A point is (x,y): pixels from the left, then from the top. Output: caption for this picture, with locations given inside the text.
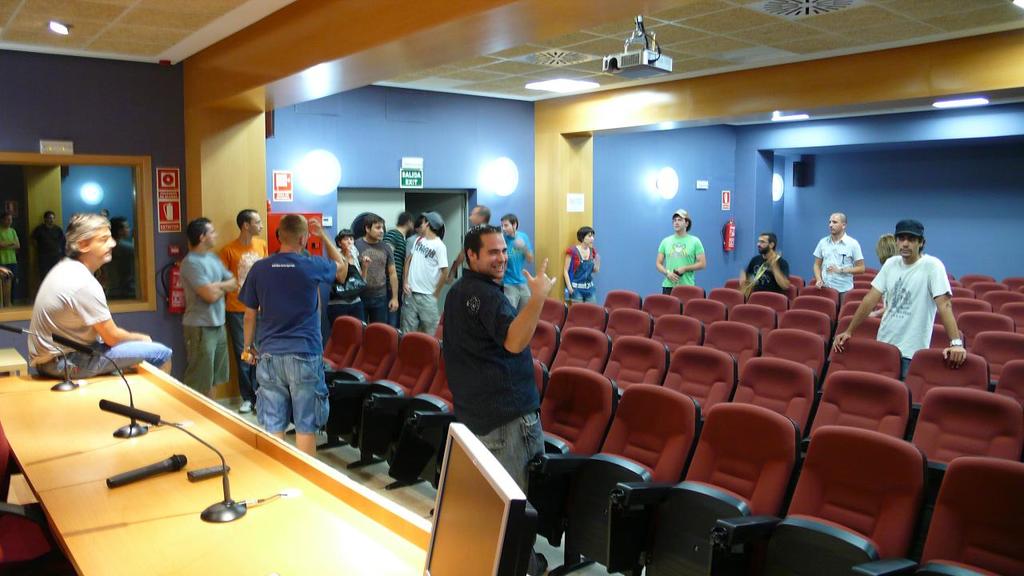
At the top (566,9) we can see ceiling (576,8), lights (564,87) and a projector device (644,59). We can see wall (552,185), boards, and also lights (778,183). We can see empty chairs (726,358). Most of the persons (569,250) are standing here. We can see a man (72,226) sitting at a table (217,459) and on the table (183,494) we can see mike (232,508).
